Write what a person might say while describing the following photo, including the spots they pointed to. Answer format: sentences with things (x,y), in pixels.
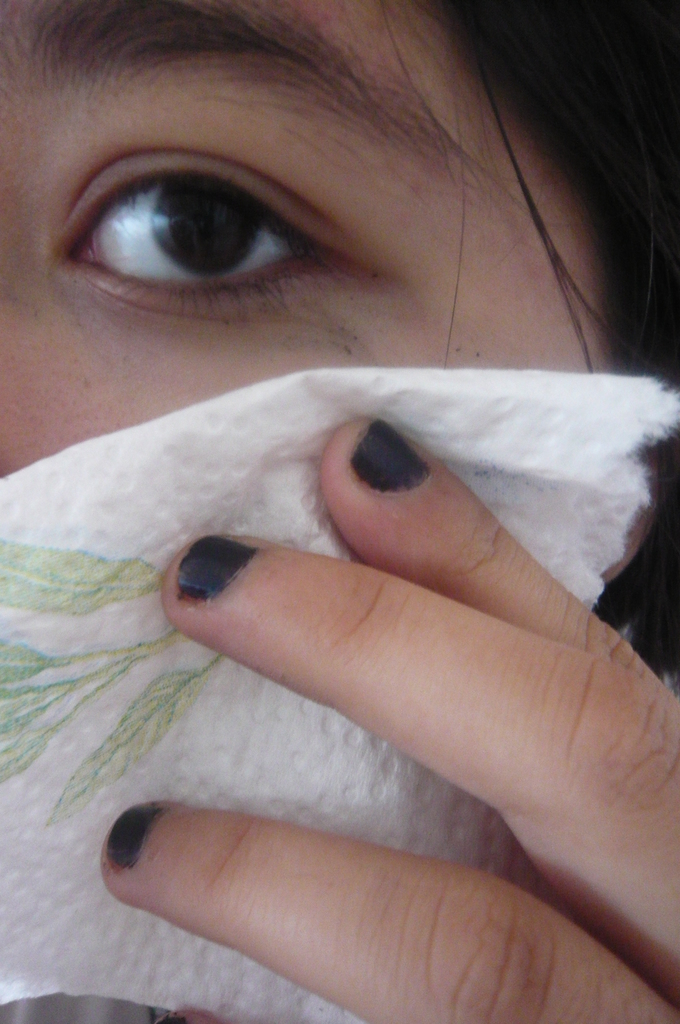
In this image we can see a person (417,697) and the person (450,638) is holding a tissue paper (37,621). On the paper (546,441), we can see a painting (147,724).
